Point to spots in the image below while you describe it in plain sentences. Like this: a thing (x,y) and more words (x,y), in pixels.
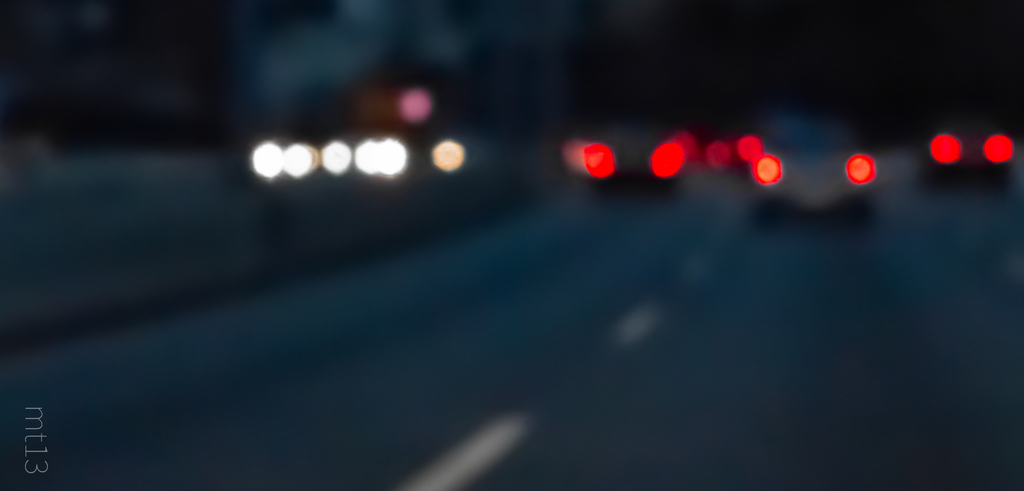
In this image there is a road (522,210) on which, we can see the light (274,161) of the vehicles (591,142).
